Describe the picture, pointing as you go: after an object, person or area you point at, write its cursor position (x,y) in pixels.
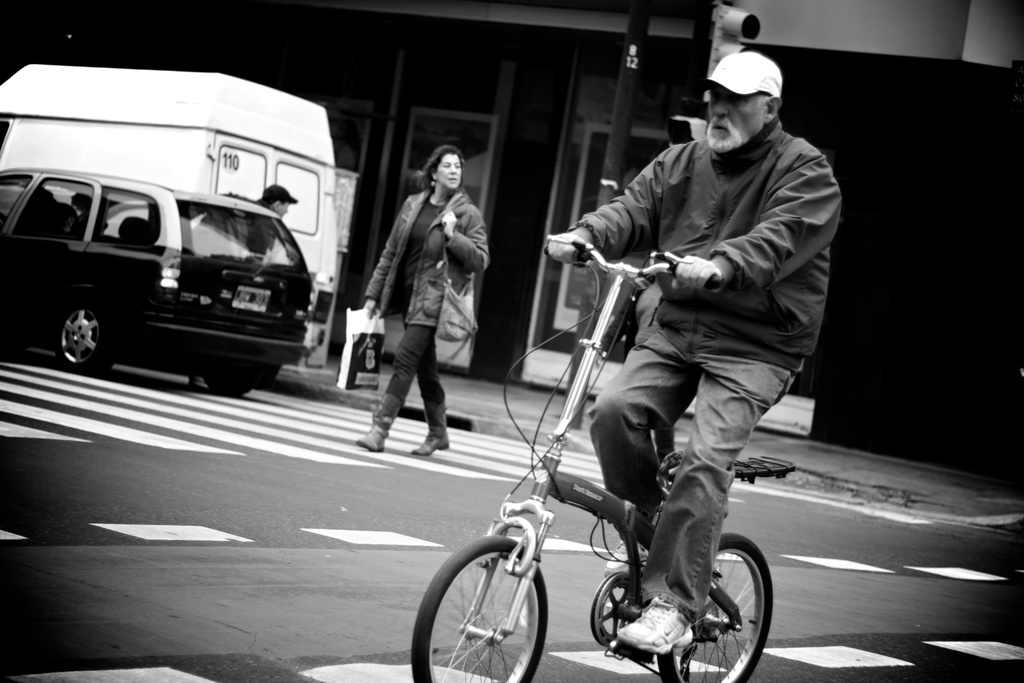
In this image I see a man (735,396) who is on the cycle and I see a woman (435,417) who is walking on the road (69,388). In the background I see the van (25,154) and a car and a person (261,227) over here and the traffic signal (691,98).
